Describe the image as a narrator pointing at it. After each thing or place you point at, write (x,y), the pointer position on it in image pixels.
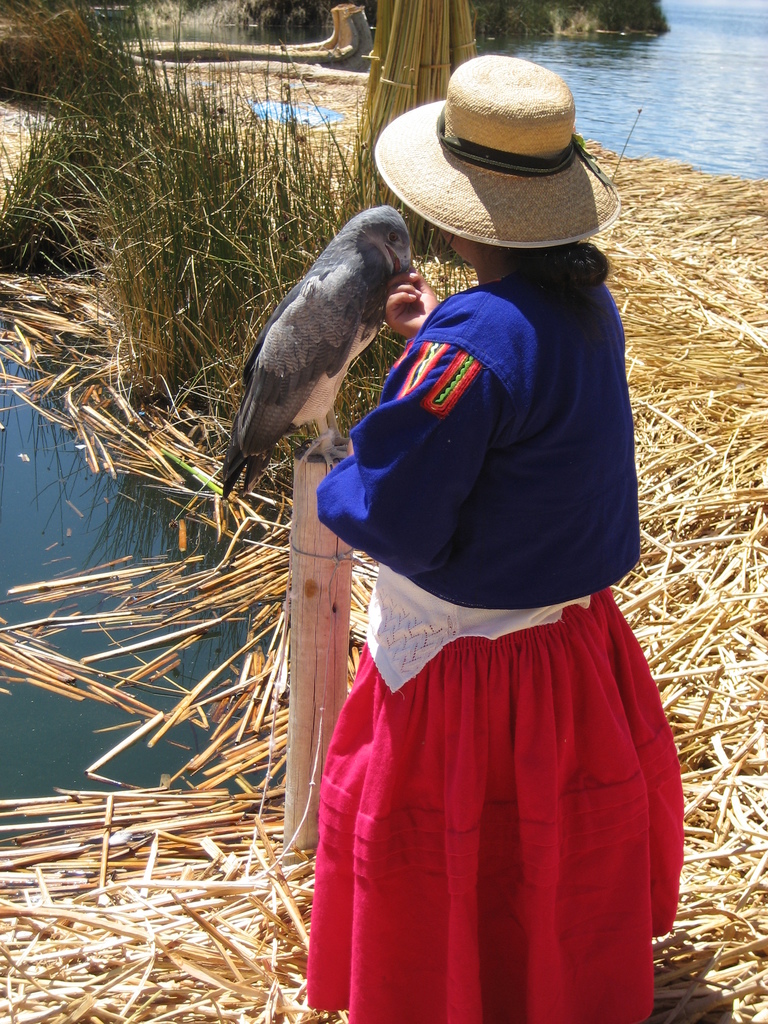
In this image I can see a person (500,626) standing, wearing a hat (434,180), blue shirt (425,450) and red skirt (432,948). There is a bird (350,438) on a wooden pole (307,681). There are dry twigs (699,543) and plants (76,15). There is water (591,76).
